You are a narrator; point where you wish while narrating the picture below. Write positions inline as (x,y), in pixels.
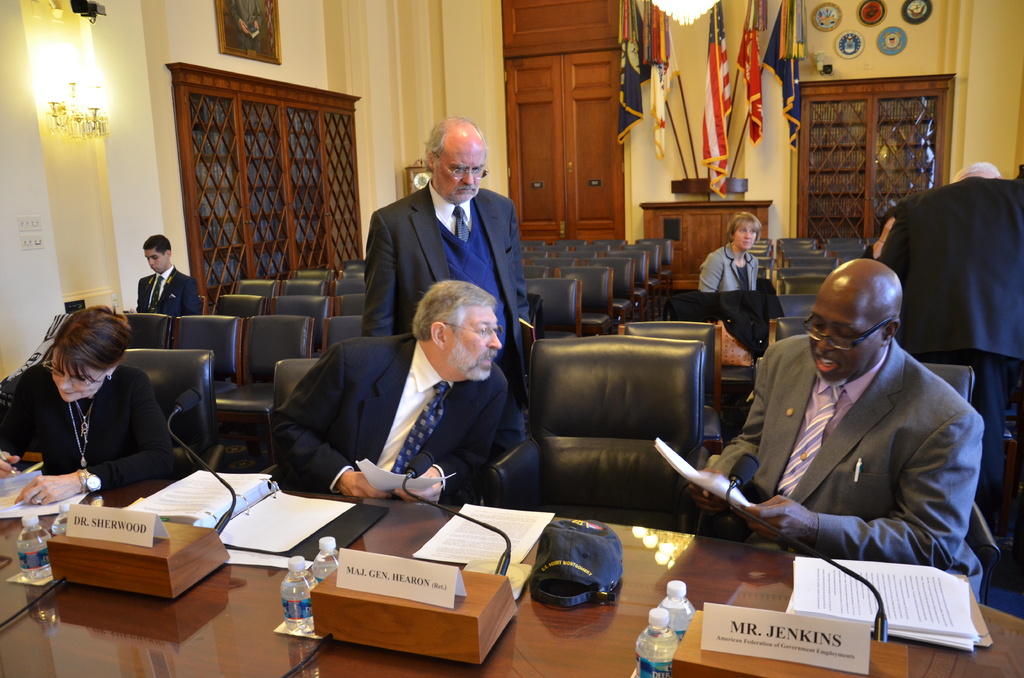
There are three persons (967,451) sitting in chairs (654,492) and there is a table (378,529) in front of them which has few mic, papers (869,563), files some other objects (409,566) on it and there are few people (447,197) and flags (663,103) behind them.
